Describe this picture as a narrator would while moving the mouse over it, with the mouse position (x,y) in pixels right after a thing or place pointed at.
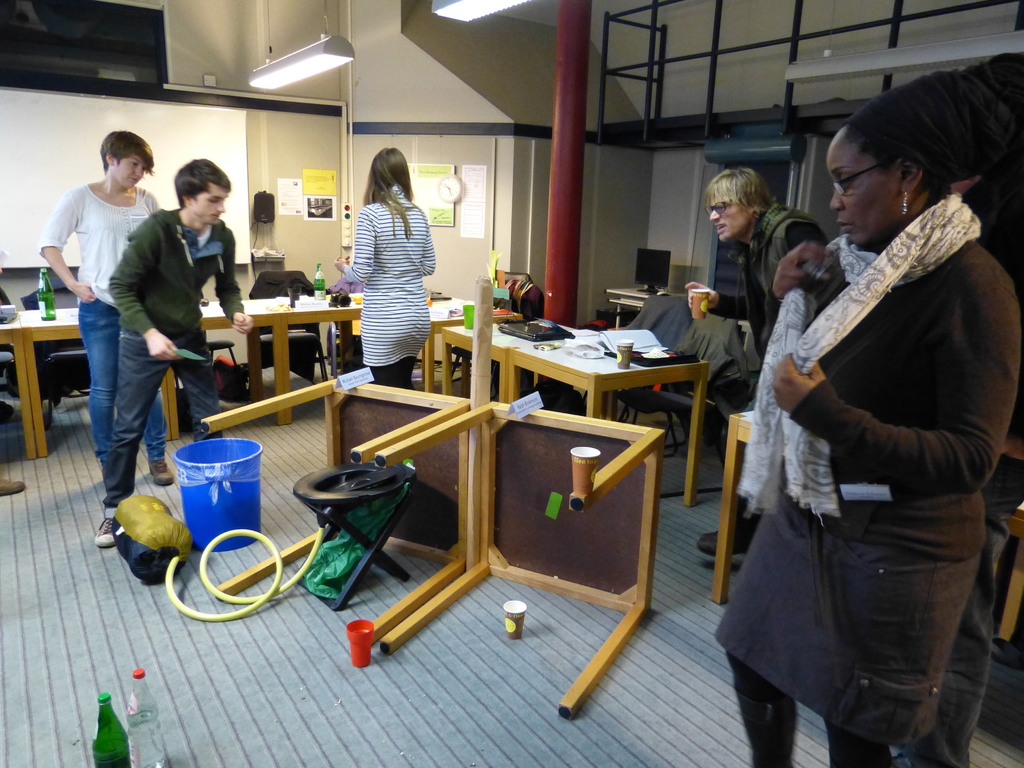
In this image two persons (901,393) standing on the right side of the image (969,253). first person (913,253), is a woman (873,274) wearing white color scarf (871,280) and also wearing spectacles (855,184). another person (989,187) stand back side the woman (995,314) wearing dark color clothes (997,527). and the right corner (785,223) there is a person (776,212) holding a glass (707,307). on the left side (198,306) there are the two persons (140,319) standing first person (141,316) wearing a green color jacket (160,286). second person (100,333) is a woman (103,273) wearing a white color shirt (98,273). and the middle of the image (344,257) there is a person (374,251) wearing a white color shirt (385,253). and on the middle of the image (453,502) there is a table (437,454) on the floor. And there is another table (424,587) on the floor (346,610). And there are two glasses (510,619) kept on the floor (471,637). And one glass (587,456) kept on the table (575,445), and there is a blue color bucket (217,500) on the floor (292,500). And there is a bag (169,535) attached to the pipe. on the top most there is table (29,323), on the table (21,319) there is a object (49,303) kept on the table (273,300). on the right top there is a table (562,359). on the right top corner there is a system (665,266) kept on the table (620,288). on the right top corner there is a pipe line (571,205). back side of the pipe line (574,192) there is a wall (491,175), a clock (455,190) attached to the wall (494,62).
